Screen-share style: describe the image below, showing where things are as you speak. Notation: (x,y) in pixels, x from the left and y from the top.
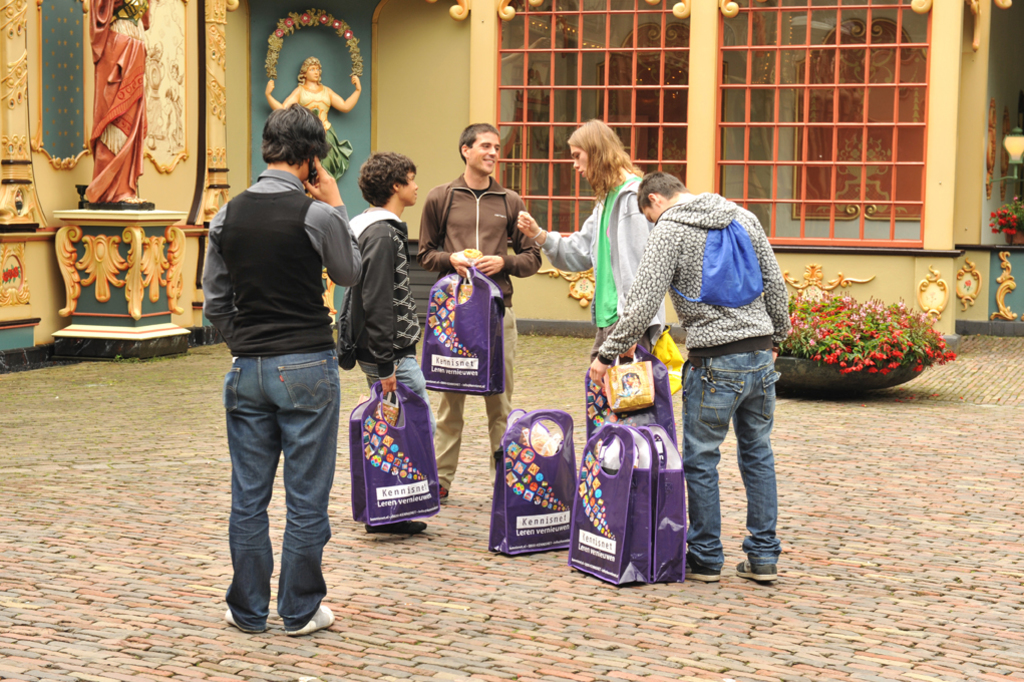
In this image we can see there are persons (627,317) standing on the floor (946,397) and holding a bag (478,370). And at the back (828,341) there is a potted flower (836,358). And there is a building (79,132), to that building (147,100) there is a statue (311,68), flower pot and a light (1008,154). And there is a grill (866,114) and it has designed for that building (991,156).
